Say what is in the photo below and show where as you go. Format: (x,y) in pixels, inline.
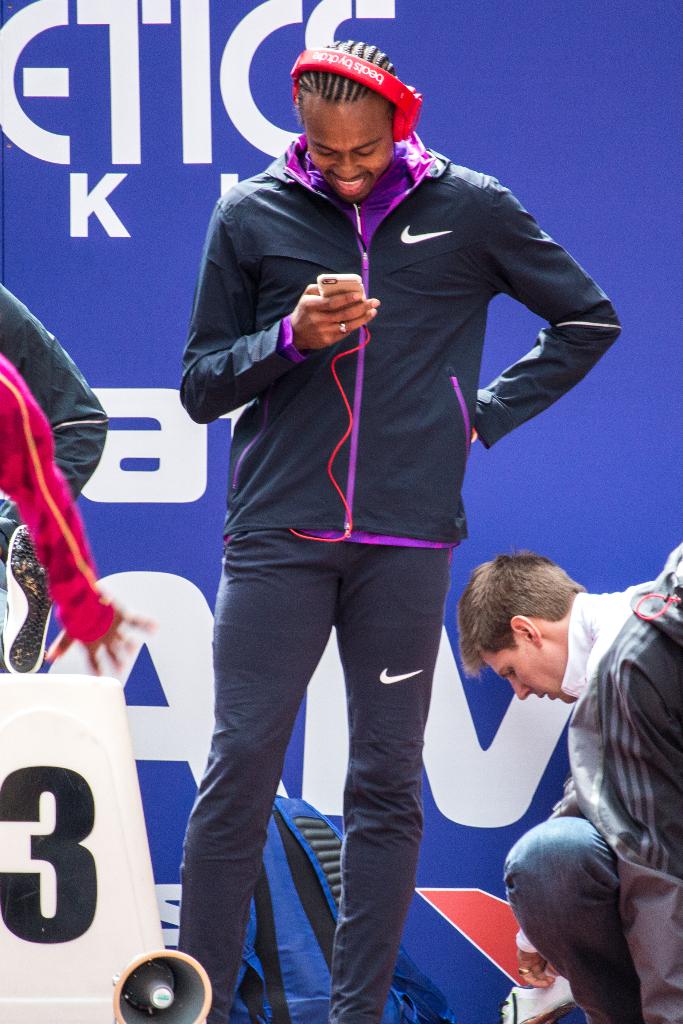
This is a person (370,471) holding a mobile phone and standing. He is smiling. On the right side of the image (578,667), I can see another person (569,869) sitting in squat position. This looks like a backpack bag (308,902). At the bottom of the image (200,965), I think this is a megaphone (155,982). In the background (122,188), that looks like a hoarding (422,49). On the left side of the image (35,473), I can see a person (22,520) standing.
